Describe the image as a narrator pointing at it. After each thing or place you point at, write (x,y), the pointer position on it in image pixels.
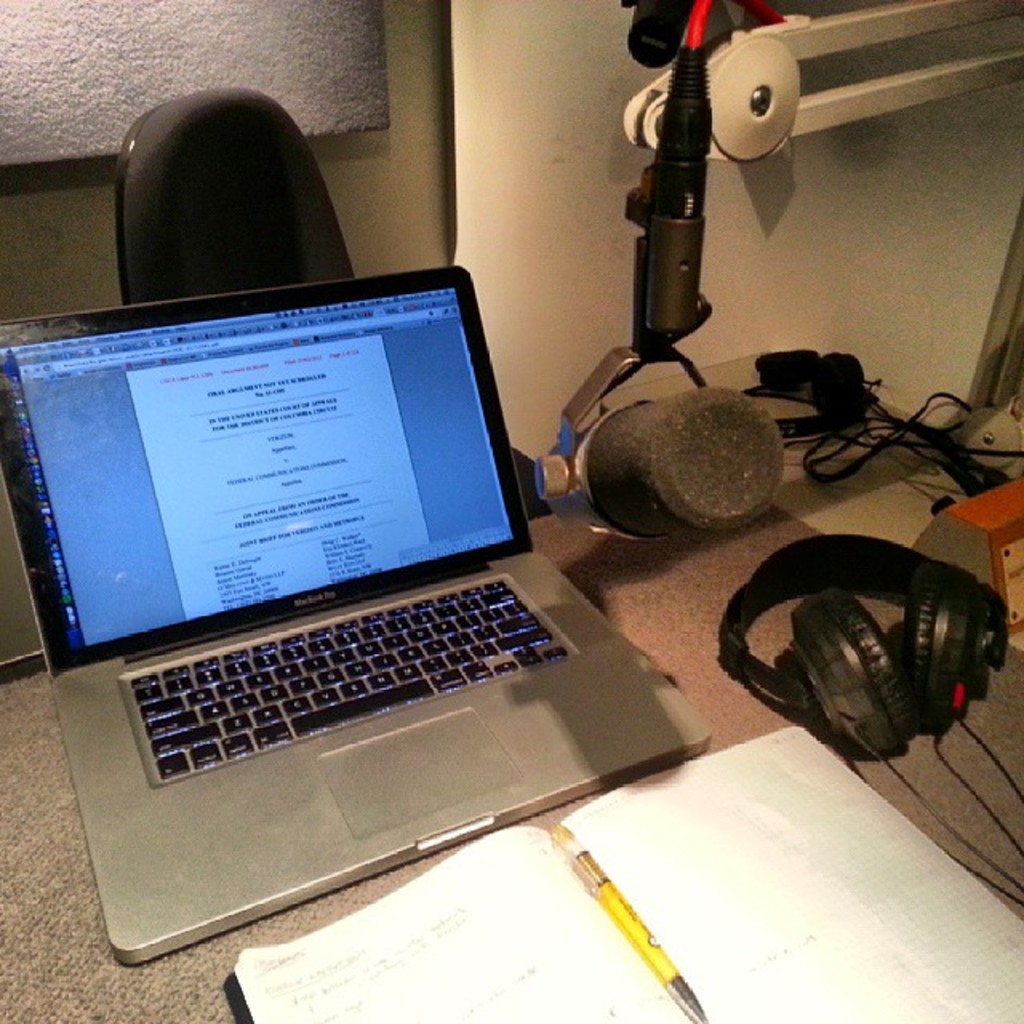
Here we can see a laptop (241,306), book (681,917), pen (585,881), headset (832,635) on a platform (141,1011). There is a chair (178,121). Here we can see cables (935,430) and a wall (848,265).
